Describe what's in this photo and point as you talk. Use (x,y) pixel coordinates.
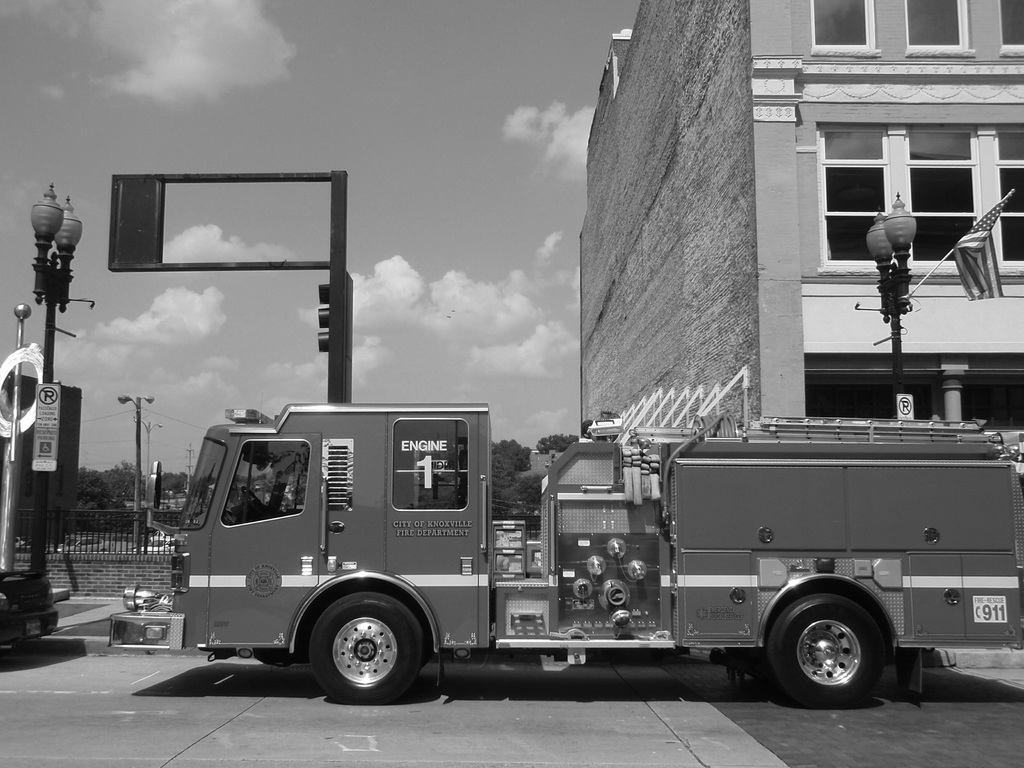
In this image I see a truck (606,468) over here and I see few poles (893,344) and I see a flag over here and I see the road (592,679). In the background (126,540) I see the fencing (25,538) over here and I see the trees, sky (481,393) and the building (593,184) and I see few sign boards (53,444) on the poles (898,362) and I see that this is a black and white image.
